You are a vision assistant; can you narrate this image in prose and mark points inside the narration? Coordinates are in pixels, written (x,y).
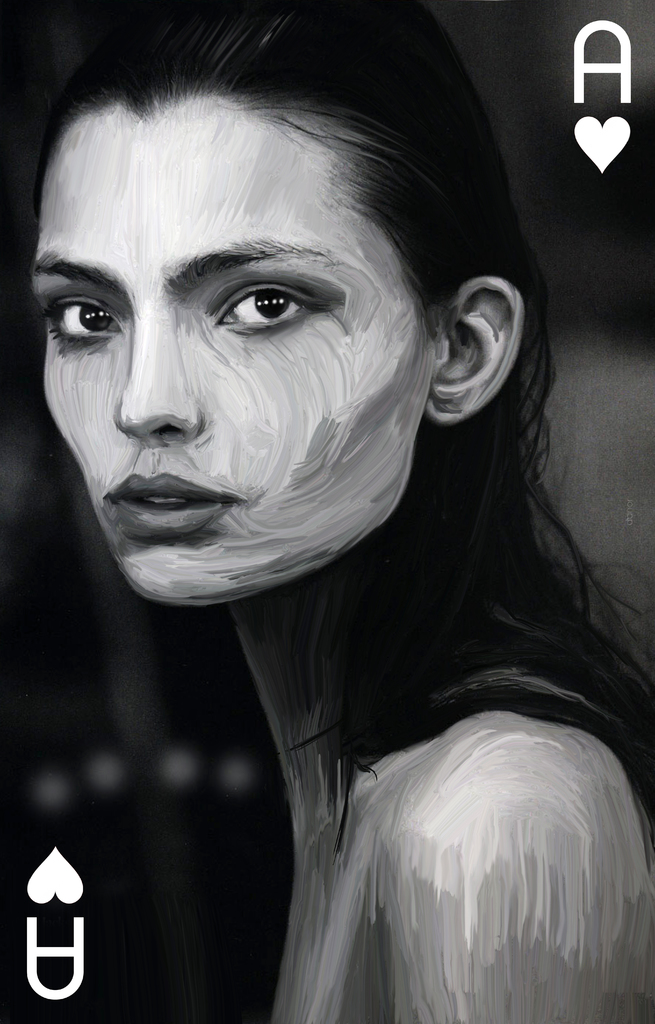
This is a black and white image. In this image we can see a woman (369,722). In the top right (606,134) and bottom left corner (48,887) there is a letter (81,926) and a symbol (63,889).
